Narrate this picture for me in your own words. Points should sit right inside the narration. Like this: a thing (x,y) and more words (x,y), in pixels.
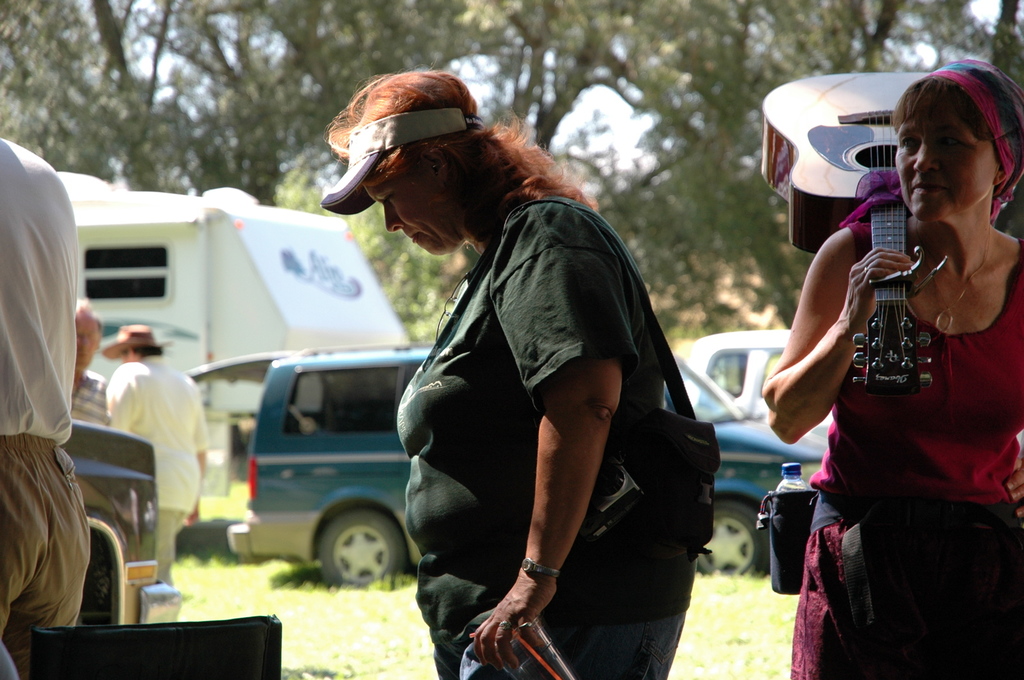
In this picture there is a woman (485,639) standing and there's another woman (943,119) holding the guitar (885,318) in her right hand (864,299) there's a man (74,490) on the left (41,210) and the background (9,102) has some vehicles (294,408), trees (259,57) and grass (240,588).
